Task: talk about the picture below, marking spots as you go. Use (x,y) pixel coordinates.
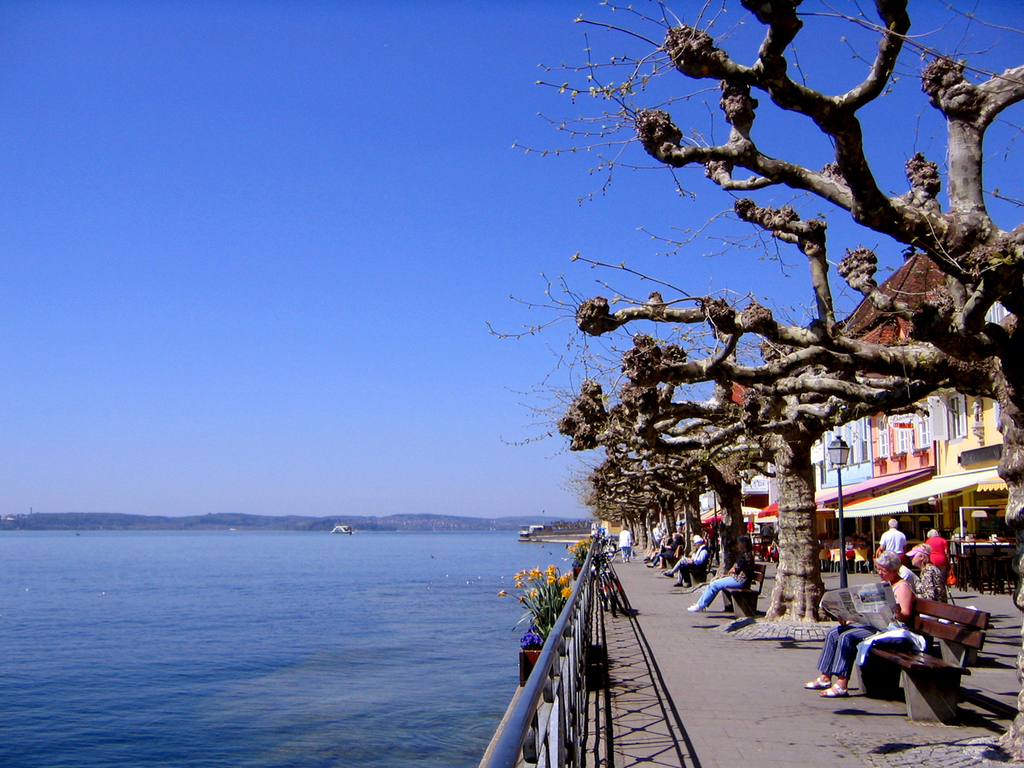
This picture is clicked outside the city. On the left (318,549) we can see a water body (414,632) and plants (552,627) and we can see the guard rail (518,720). On the right (943,542) we can see the group of people (855,642) in which some of them are sitting on the benches (920,670) and we can see the buildings (855,447), poles (840,472) and trees (835,121).
